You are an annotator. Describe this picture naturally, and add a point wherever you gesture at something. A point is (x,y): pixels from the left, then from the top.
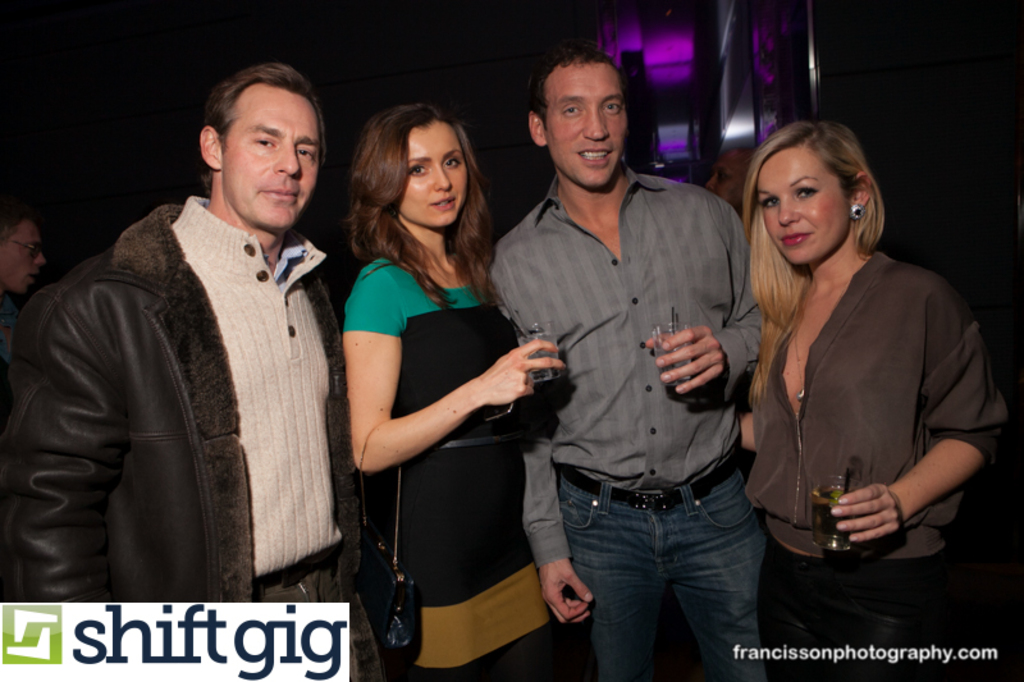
In this image, we can see four people (626,428) are standing and watching. Few people (607,539) are holding glasses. Background (327,280) we can see walls (57,266), people (33,266) and purple color. At the bottom of the image (221,639), we can see the watermarks (232,651) in the image.
